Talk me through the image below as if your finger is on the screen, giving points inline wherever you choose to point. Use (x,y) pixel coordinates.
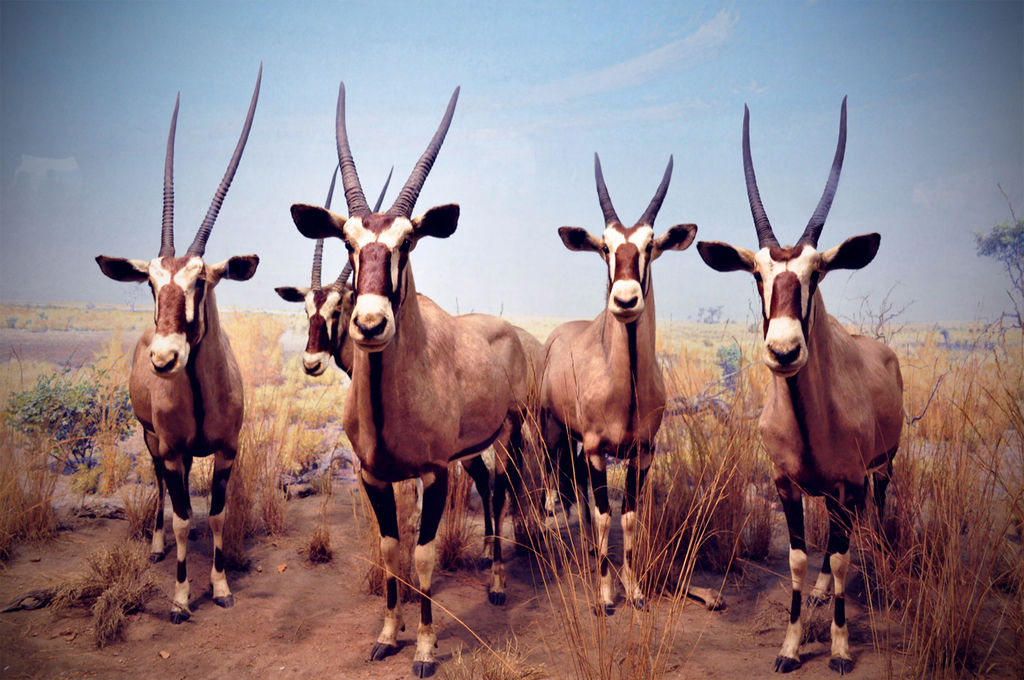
In this image I see few animals (417,354) which are of white, black and brown in color and I see the grass (267,384) and in the background (226,54) I see the clear sky (554,273) and I see a tree (1008,200) over here.
